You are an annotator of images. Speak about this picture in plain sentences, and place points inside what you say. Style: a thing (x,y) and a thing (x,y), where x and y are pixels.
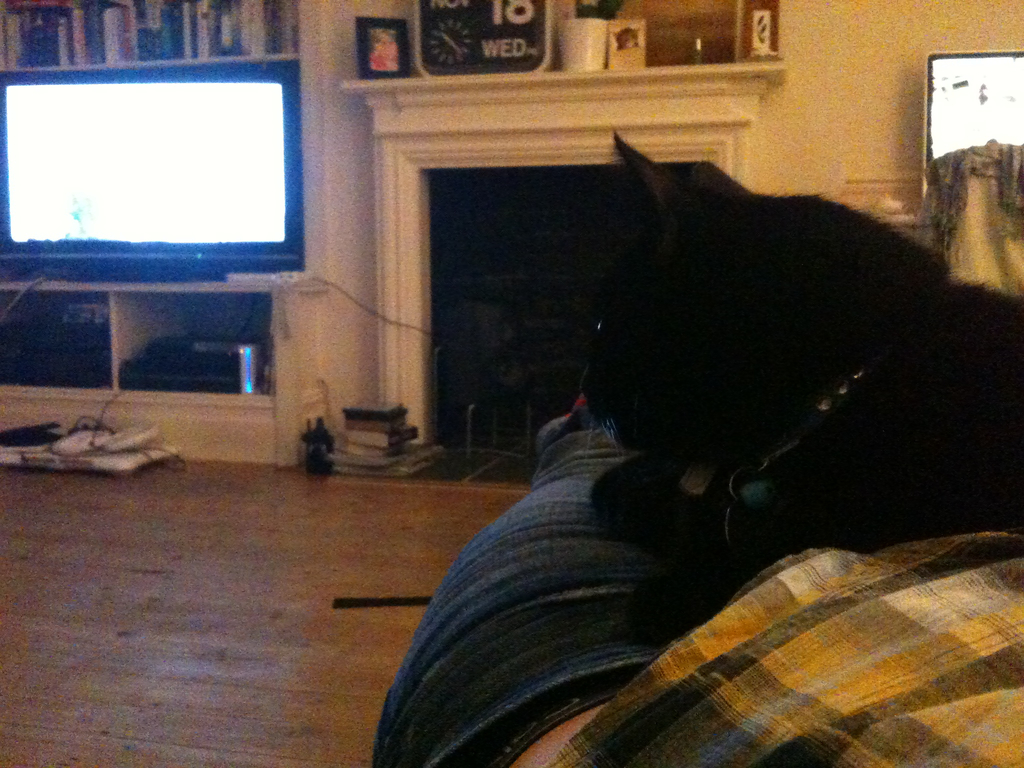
This is an indoor picture. On the right side of the picture (781,651) we can see a person (874,703) laid on the sofa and there is a black cat (786,389) which is sitting on the person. this is the floor (158,599). This is a wall (938,16), which is painted in cream colour. On the left side of the picture (236,125) we can see a television (139,89). These are the electronic devices (216,351). On the top of the television (228,115), we can see a rack (266,5) and there are books (278,45) arranged in a sequence manner. This is a flower vase (582,53). Beside to it there is a photo frame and this is also a photo frame (377,69).
